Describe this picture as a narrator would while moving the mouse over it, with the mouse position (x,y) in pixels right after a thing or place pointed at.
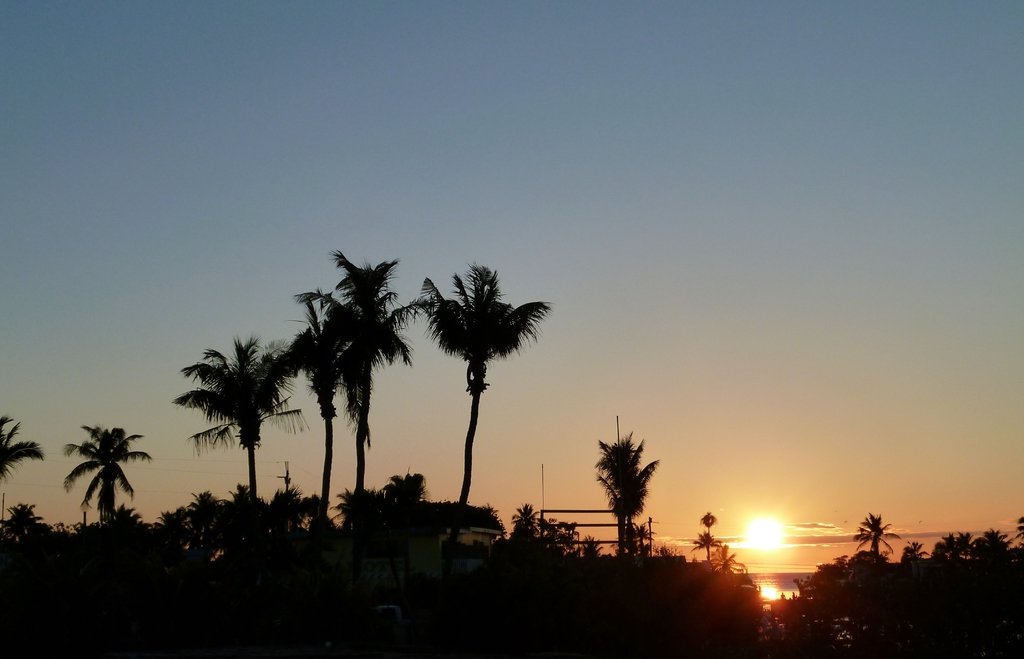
In this picture, we can see trees (822,594), poles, houses (470,535), wires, the sky (735,507) with clouds (805,524), and sun (755,526).
